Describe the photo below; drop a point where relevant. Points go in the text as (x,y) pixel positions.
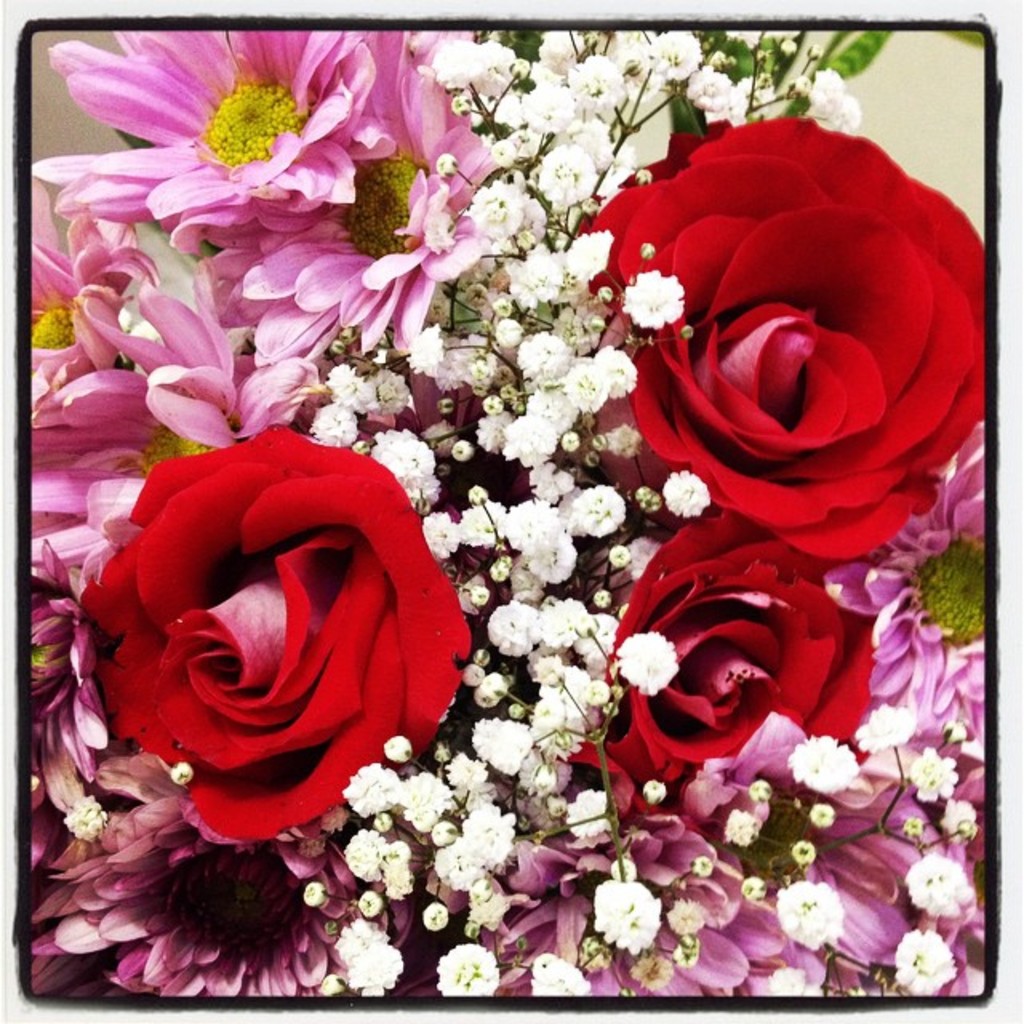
In this image I can see flowering plants (620,705), buds (598,701) and wall (975,146). This image looks like a photo frame.
